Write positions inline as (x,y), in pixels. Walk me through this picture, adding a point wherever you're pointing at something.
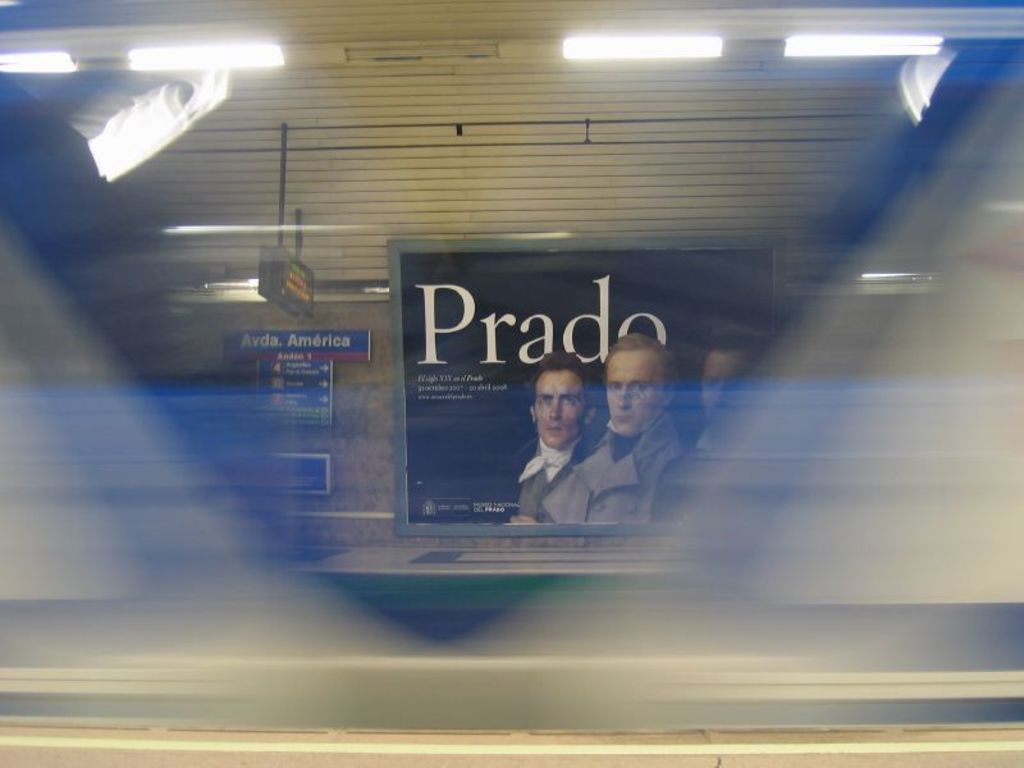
In this image, there is a board (416,389) on the wall (375,423) contains three persons (634,399) and some text (658,327). There are lights (230,49) in the top left (245,62) and in the top right of the image (698,47).
